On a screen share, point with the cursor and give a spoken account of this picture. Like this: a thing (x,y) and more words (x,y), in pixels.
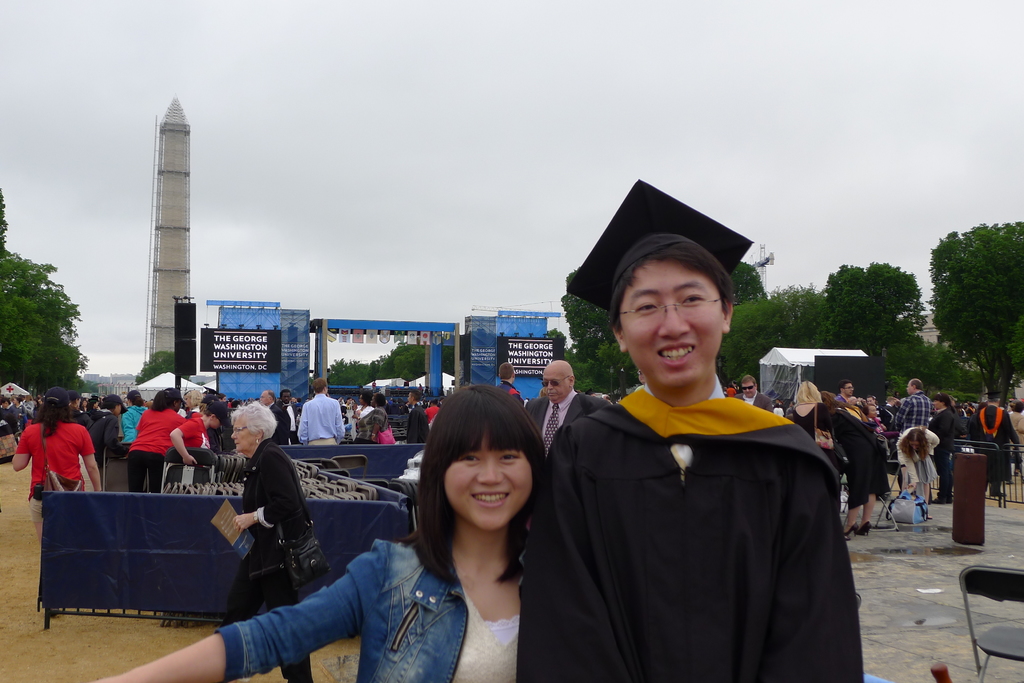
In this image there is a man (589,558) and woman (420,613) are posing to a photo, in the background (135,424) there are people (846,437) doing different activities and there are trees (875,323) and a tower (181,238) and a cloudy sky (281,39).
